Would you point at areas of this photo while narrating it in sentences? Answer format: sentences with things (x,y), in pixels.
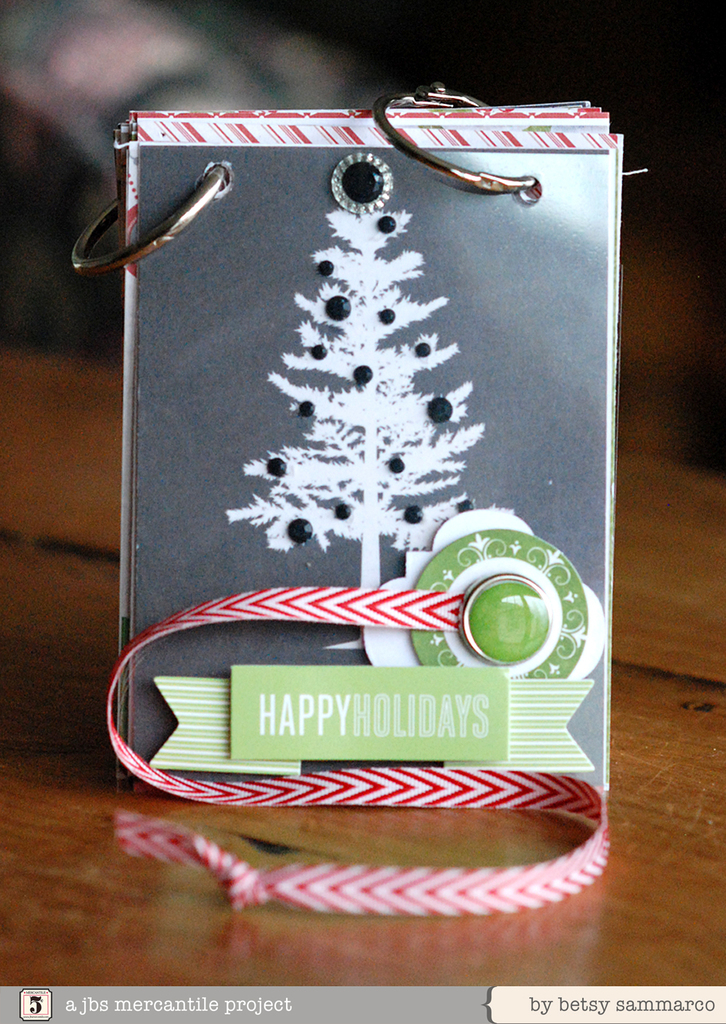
We can see board (433,281) with decorative items (596,843) on the wooden surface (103,767), on this board (440,180) we can see tree (453,465). In the background (627,132) it is dark. At the bottom of the image (231,1014) we can see text (30,992).
